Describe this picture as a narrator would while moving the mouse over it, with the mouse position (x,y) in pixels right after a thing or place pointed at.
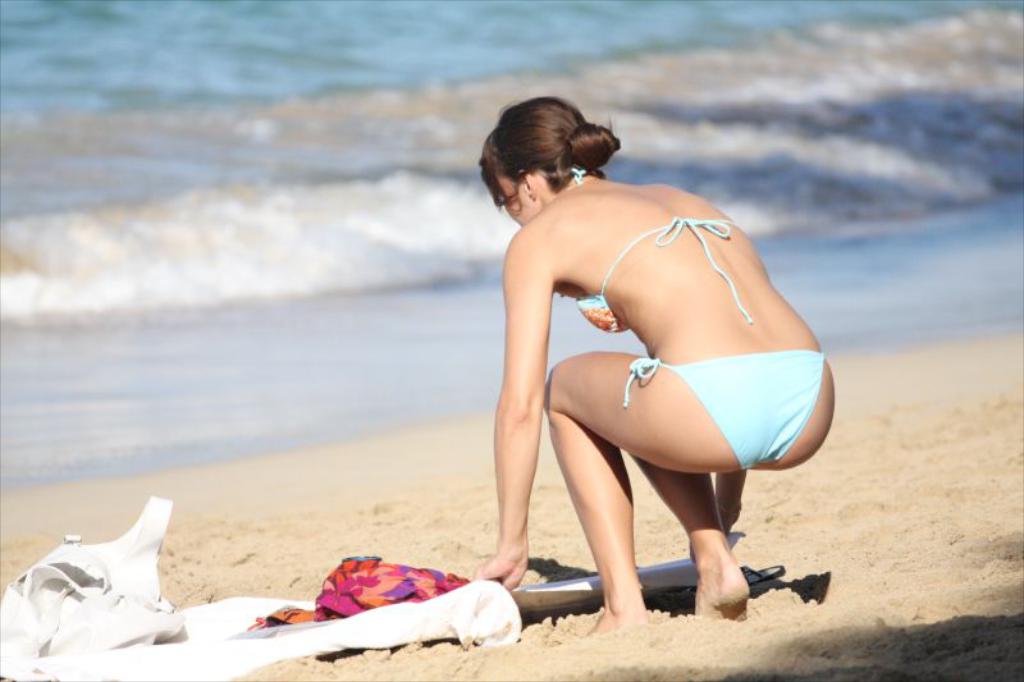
In this image in the center (588,406) there is one woman (532,358) who is bending and she is holding clothes (390,627), at the bottom (856,483) there is sand (822,578) and on the sand (818,594) there are some clothes (257,609). In the background (315,95) there is beach (116,148).
